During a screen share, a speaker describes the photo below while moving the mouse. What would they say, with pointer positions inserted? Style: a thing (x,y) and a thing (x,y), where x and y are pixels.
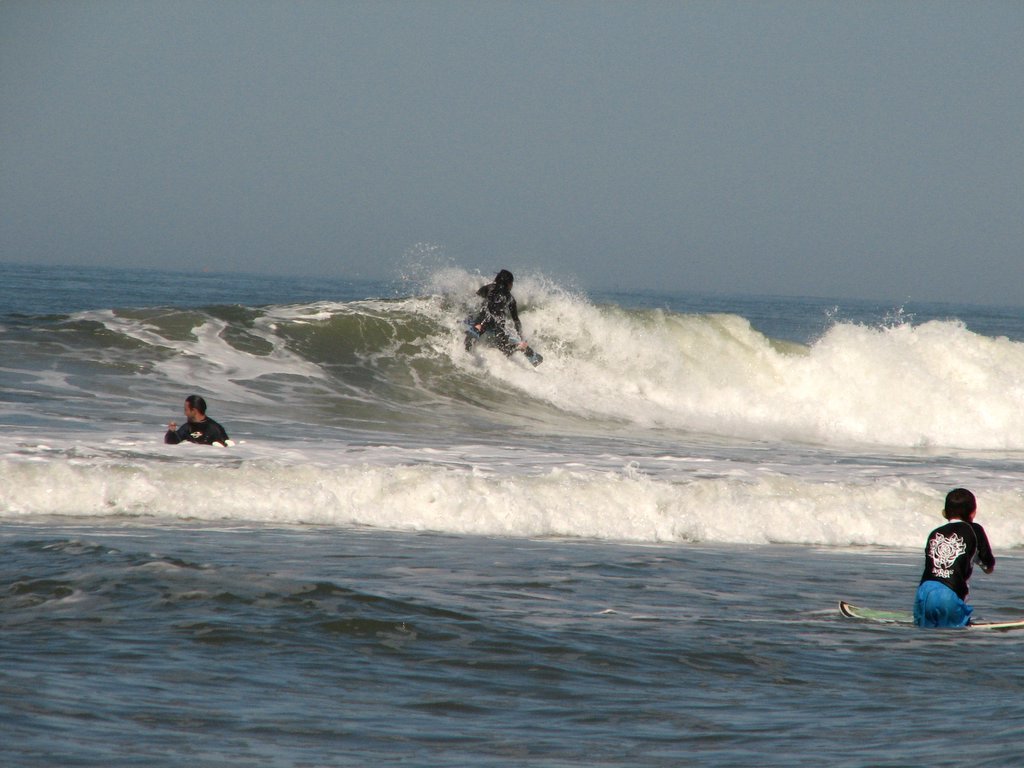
In this image, we can see some water (434,385). There are a few people (948,616) in the water (891,583). We can also see the sky (566,233).
